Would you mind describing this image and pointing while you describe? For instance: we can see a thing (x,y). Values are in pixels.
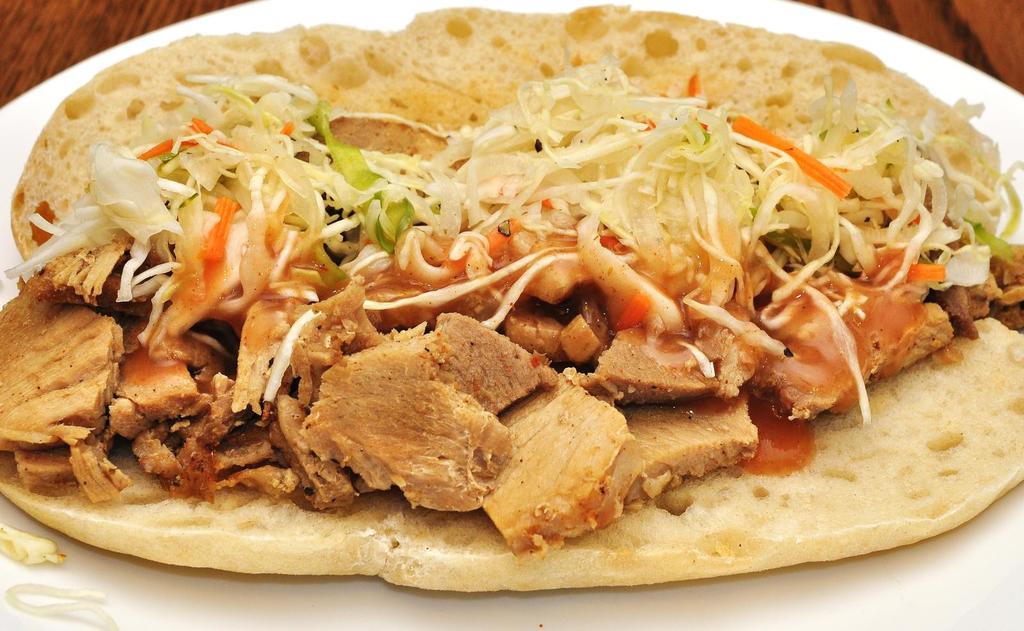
In the center of the image (495,263) we can see sandwich (425,451) placed on the plate (287,600).
